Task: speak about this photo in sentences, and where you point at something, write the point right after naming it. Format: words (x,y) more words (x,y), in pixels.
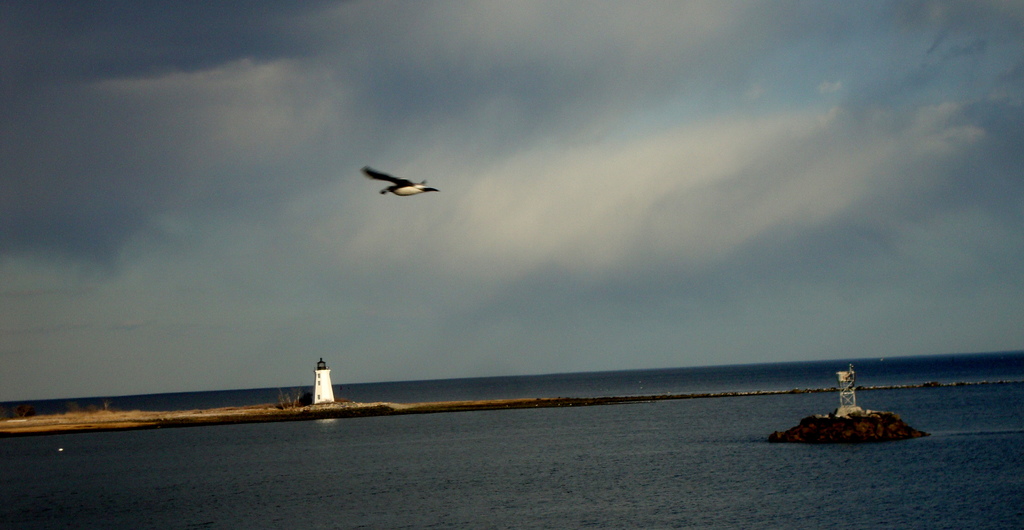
In this I can see in the middle (412,195) a bird (387,186) is flying in the sky (410,226). At the bottom (559,433) it is the sea (520,476) and there is a construction (328,385) on the land (292,419), at the top (696,162) it is the blue color sky (696,162).
